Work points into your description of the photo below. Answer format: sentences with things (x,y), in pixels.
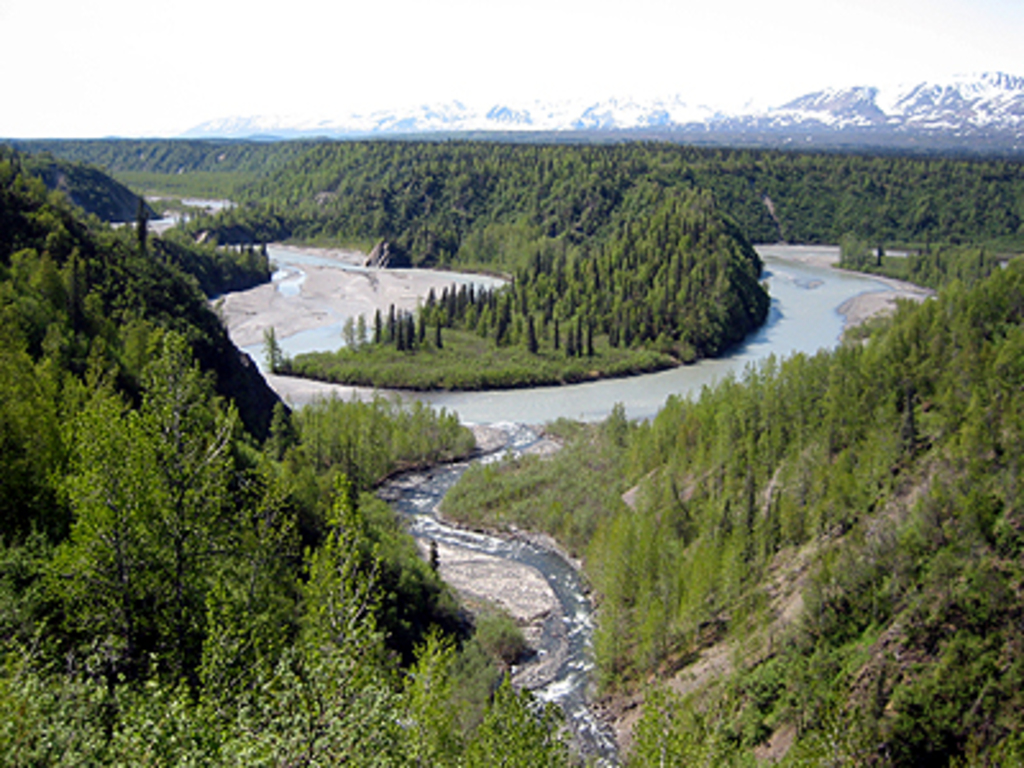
In this image we can see the river (567,587) and a group of trees (364,592). On the backside (823,101) we can see the ice hills (760,117) and the sky (769,19).
